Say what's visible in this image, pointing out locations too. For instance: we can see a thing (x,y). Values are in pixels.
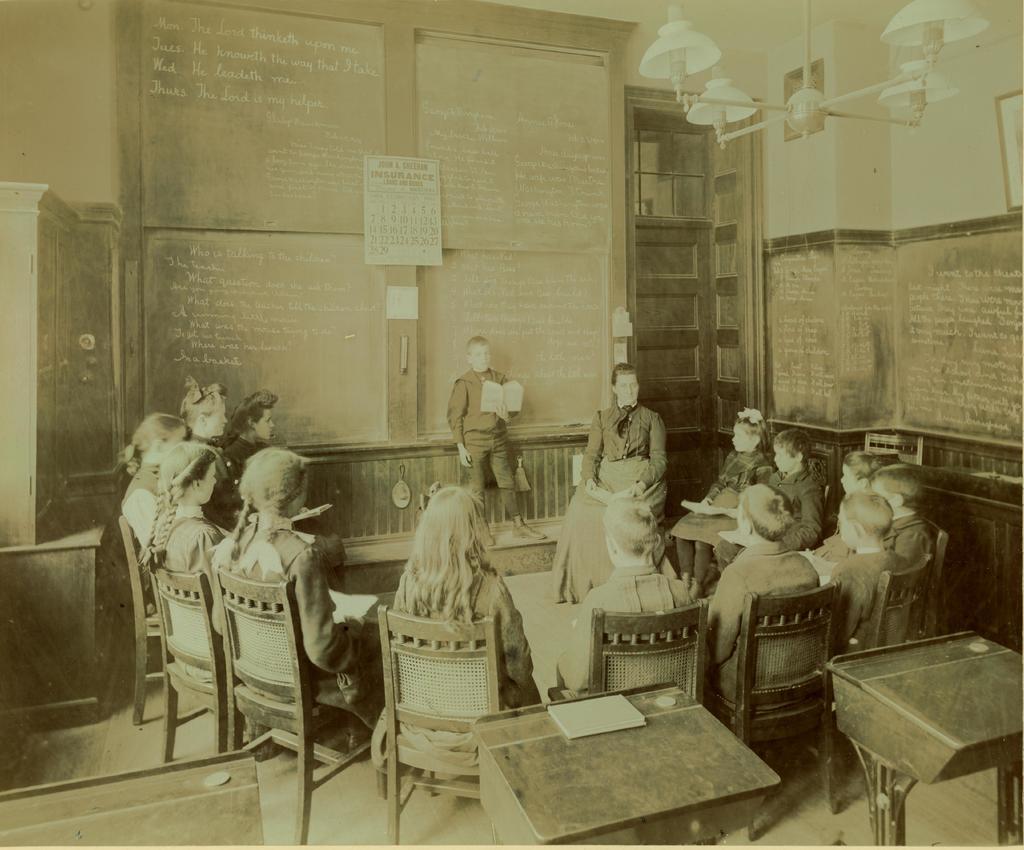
This is a black and white image. I think this is a classroom (777,426) where students (848,512) can be seen discussing a topic. A boy (498,443) is standing at the board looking into the book (496,395). This is the board (464,224). This is a calendar (406,187). These are lamps (721,89). All students (168,524) are sitting in chairs (433,620). This is a table (979,718). On the right (972,165) we can see walls (962,175).
